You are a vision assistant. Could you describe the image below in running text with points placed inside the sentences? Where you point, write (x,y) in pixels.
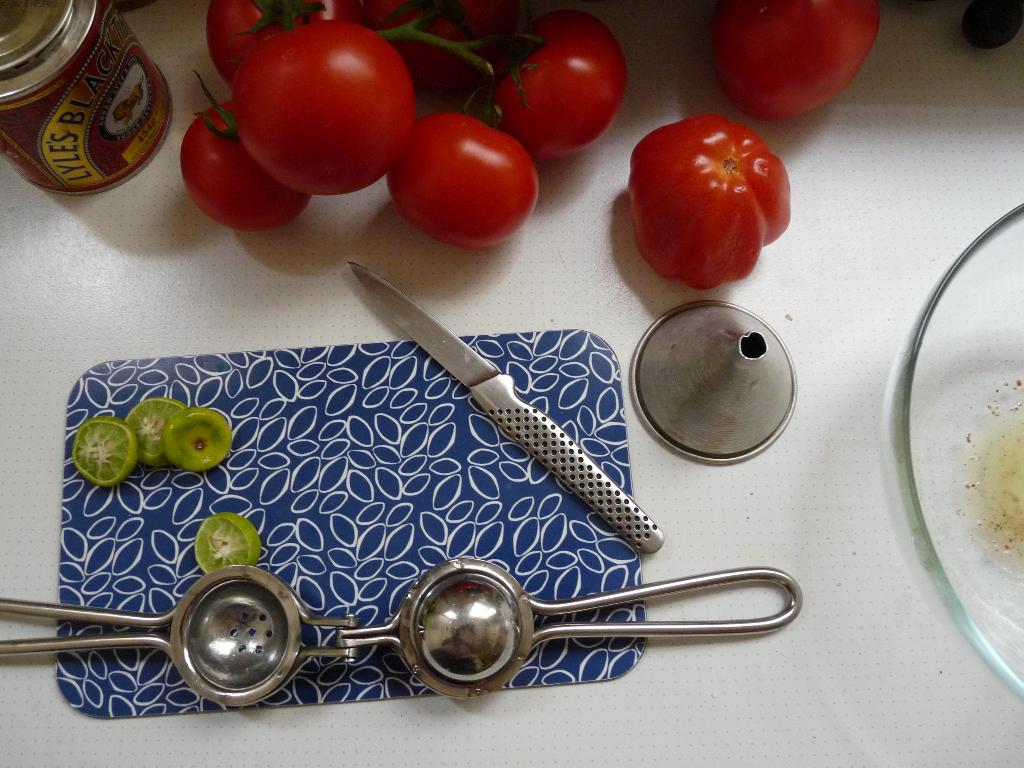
At the bottom (517,635) it is a juice extractor (329,648), in the middle (361,271) there is a stainless steel knife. At the top (460,232) there are tomatoes (654,228).
